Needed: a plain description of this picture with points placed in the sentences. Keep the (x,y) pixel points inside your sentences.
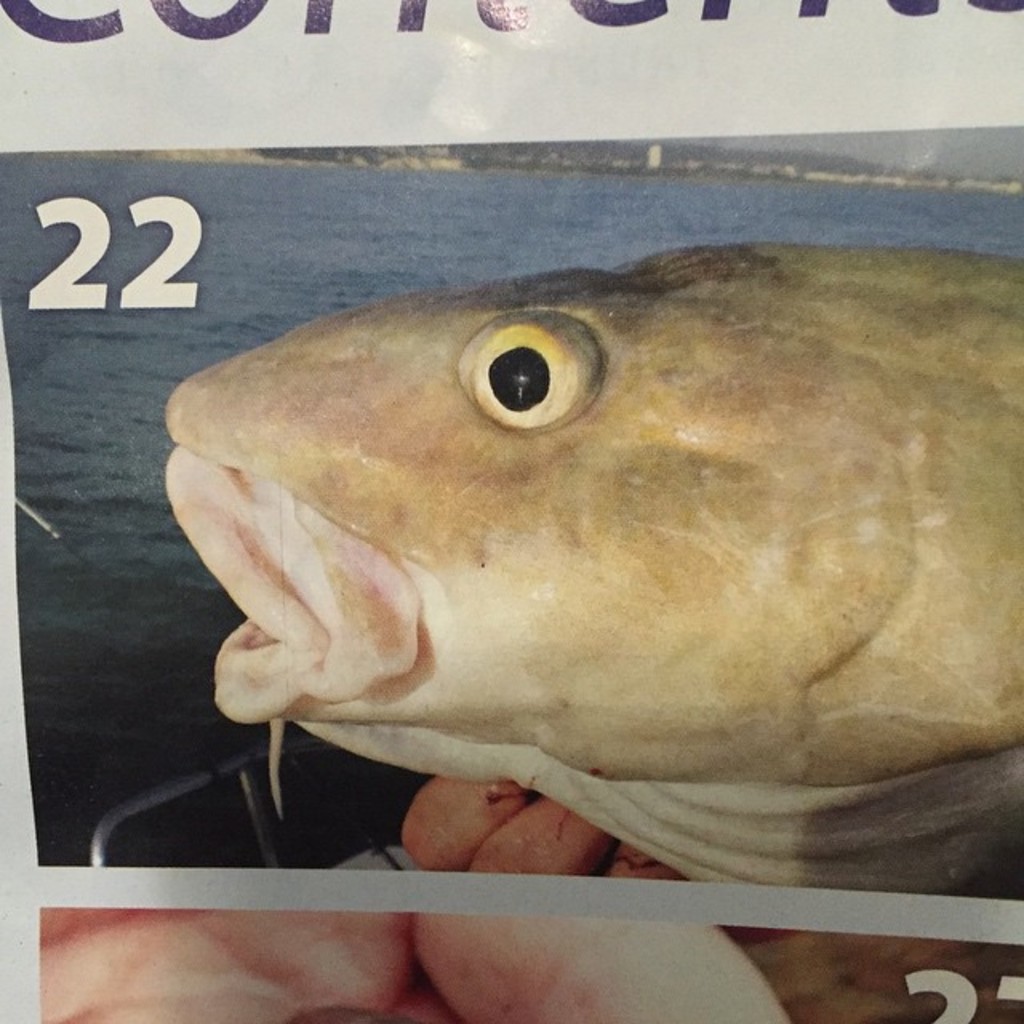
In the center of the image (625,361) there is a photo (750,821). In that photo (640,307) there is a fish (602,294) and a number (159,281). Behind the fish (585,285) there is water (217,334) and also there is railing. At the top of the image (43,19) there is something written on it. At the bottom of the image (465,968) there is another photo (911,955) with a number (948,992).
